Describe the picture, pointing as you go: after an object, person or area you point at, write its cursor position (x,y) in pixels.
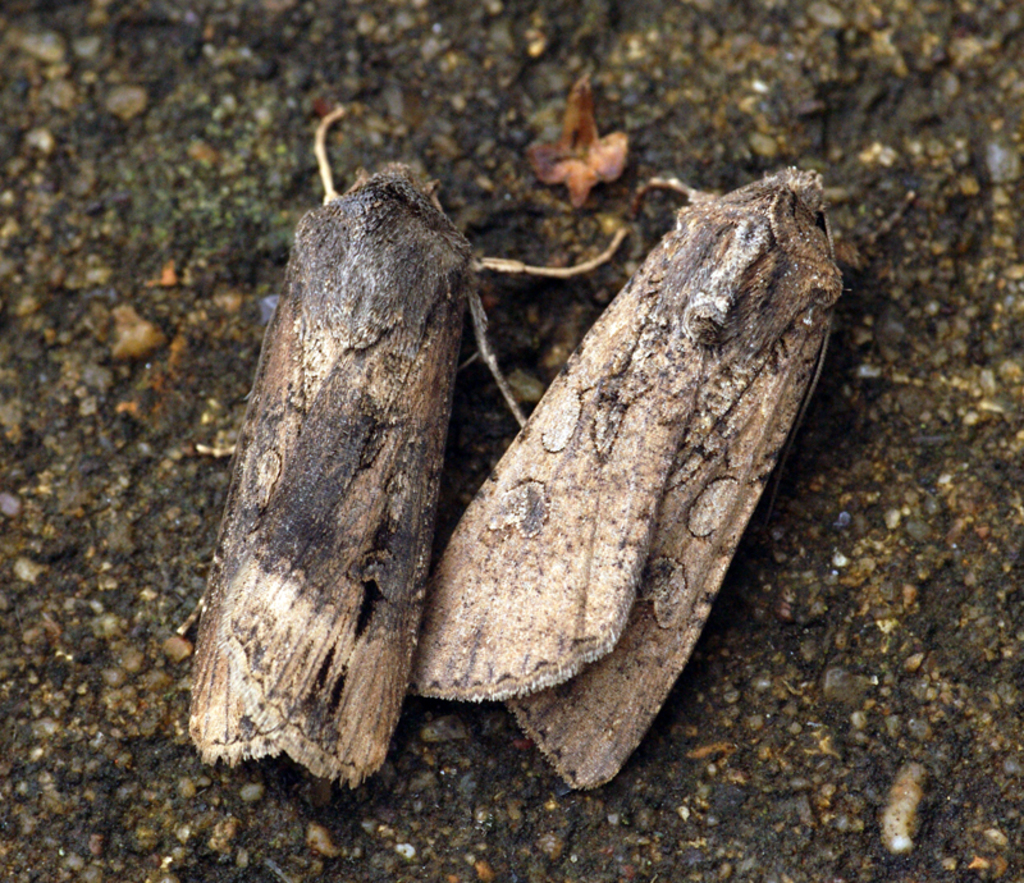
In this image we can see two insects (494,581) on the land (822,519).
